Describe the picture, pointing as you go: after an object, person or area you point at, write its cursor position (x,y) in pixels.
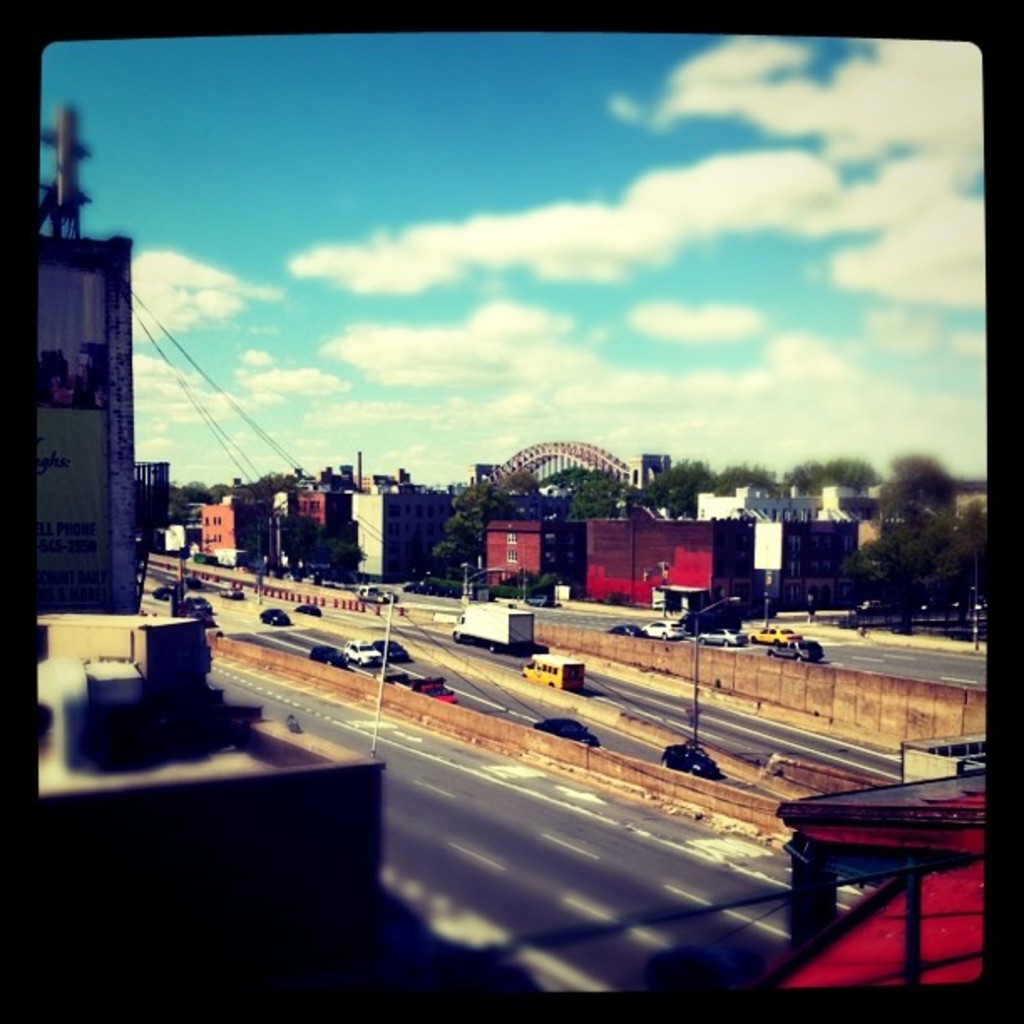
In this picture there is a top view of the road (323,733). In the front (365,665) some cars (563,723) are moving on the road (400,617). In the background (503,476) there is a red color building (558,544) and metal frame bridge (524,455) with some trees (602,479). Above there is blue sky (525,195) with clouds (584,382).
